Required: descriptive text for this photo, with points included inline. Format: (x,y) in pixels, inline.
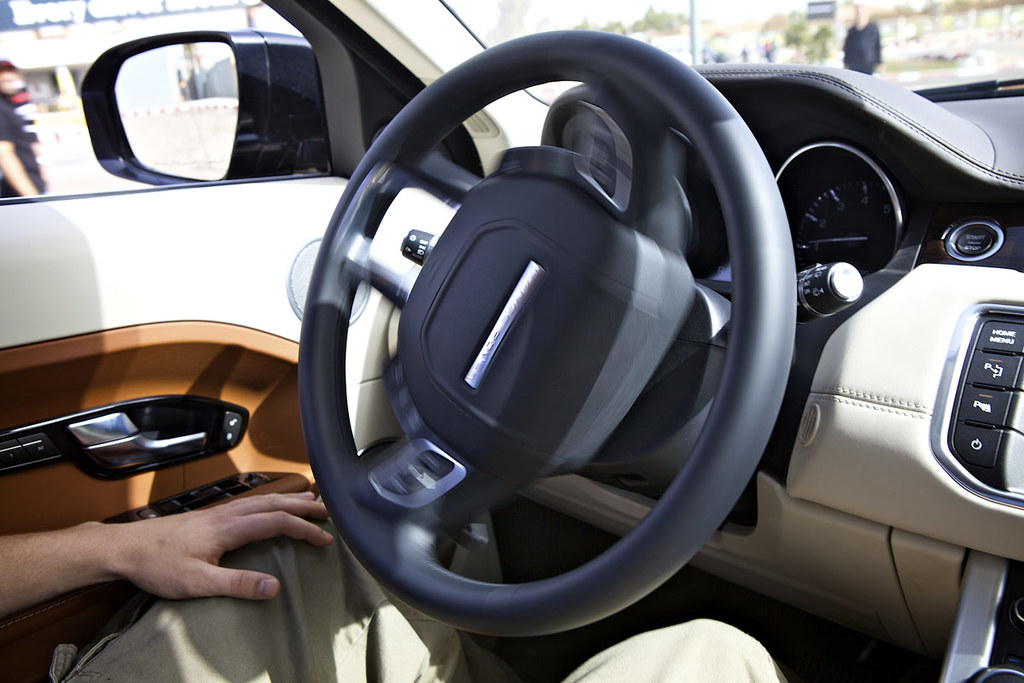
In this image in the front (467,439) there is a man (306,644) sitting inside the car (443,499) and there is a steering (634,394), there is side mirror (186,104) and there are objects (809,289) which are black in colour and the background (520,7) is blurry. On the left side (11,114) there are persons (12,119) visible, and there is a man (863,48) at the top right (877,53) behind the man (858,28) the background (711,16) is blurry.
